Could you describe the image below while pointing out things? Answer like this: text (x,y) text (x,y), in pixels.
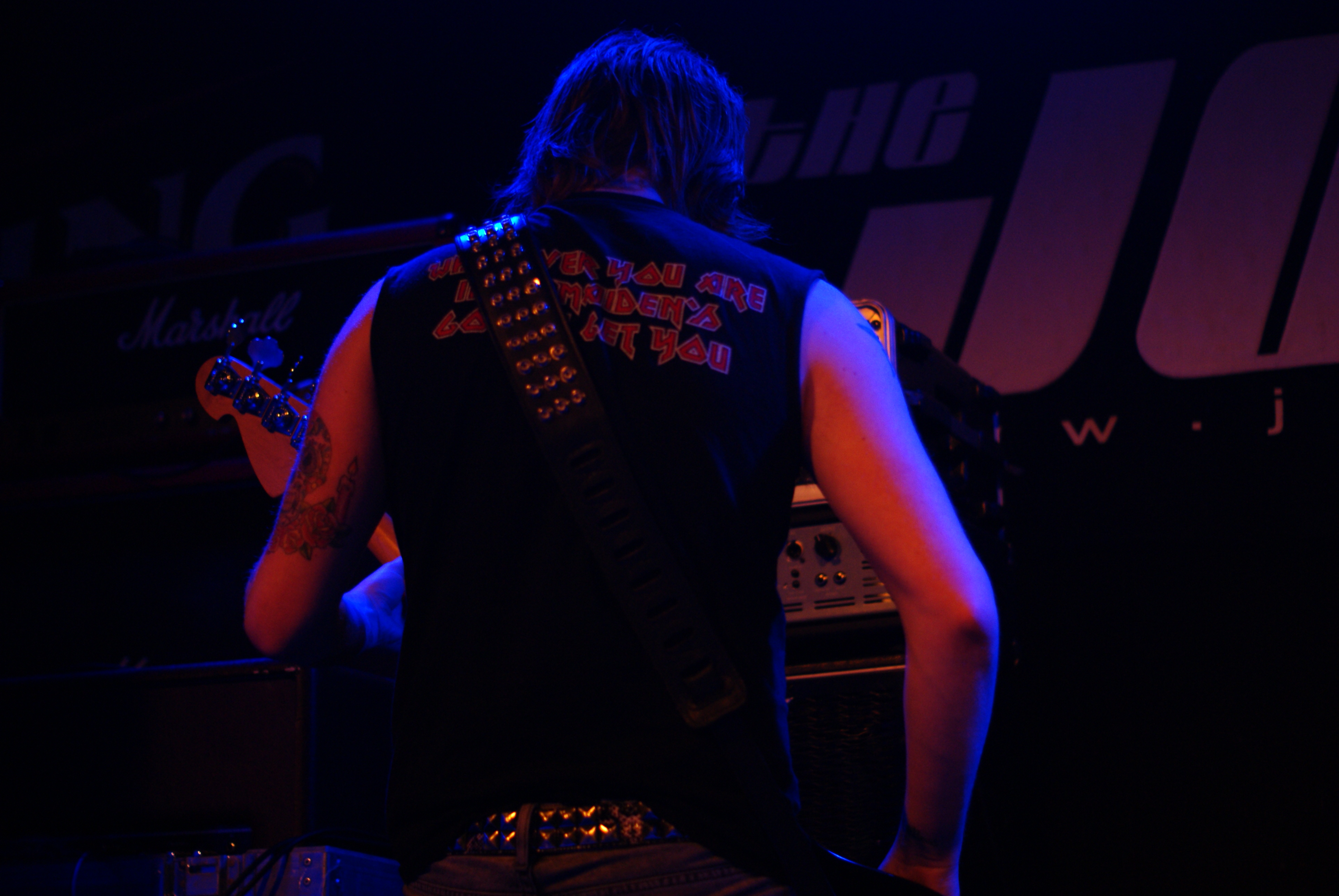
This man (643,752) is standing and worn guitar (276,412). On the speakers (892,710) there are devices (861,599).
